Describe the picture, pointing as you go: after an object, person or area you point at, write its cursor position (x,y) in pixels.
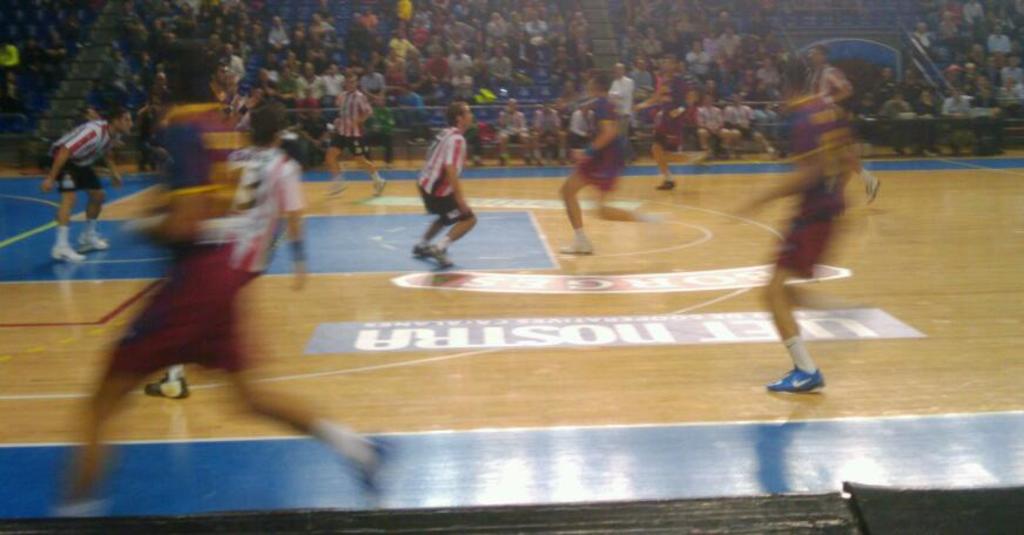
In this picture we can see a group of people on the ground (452,306) and in the background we can see people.
